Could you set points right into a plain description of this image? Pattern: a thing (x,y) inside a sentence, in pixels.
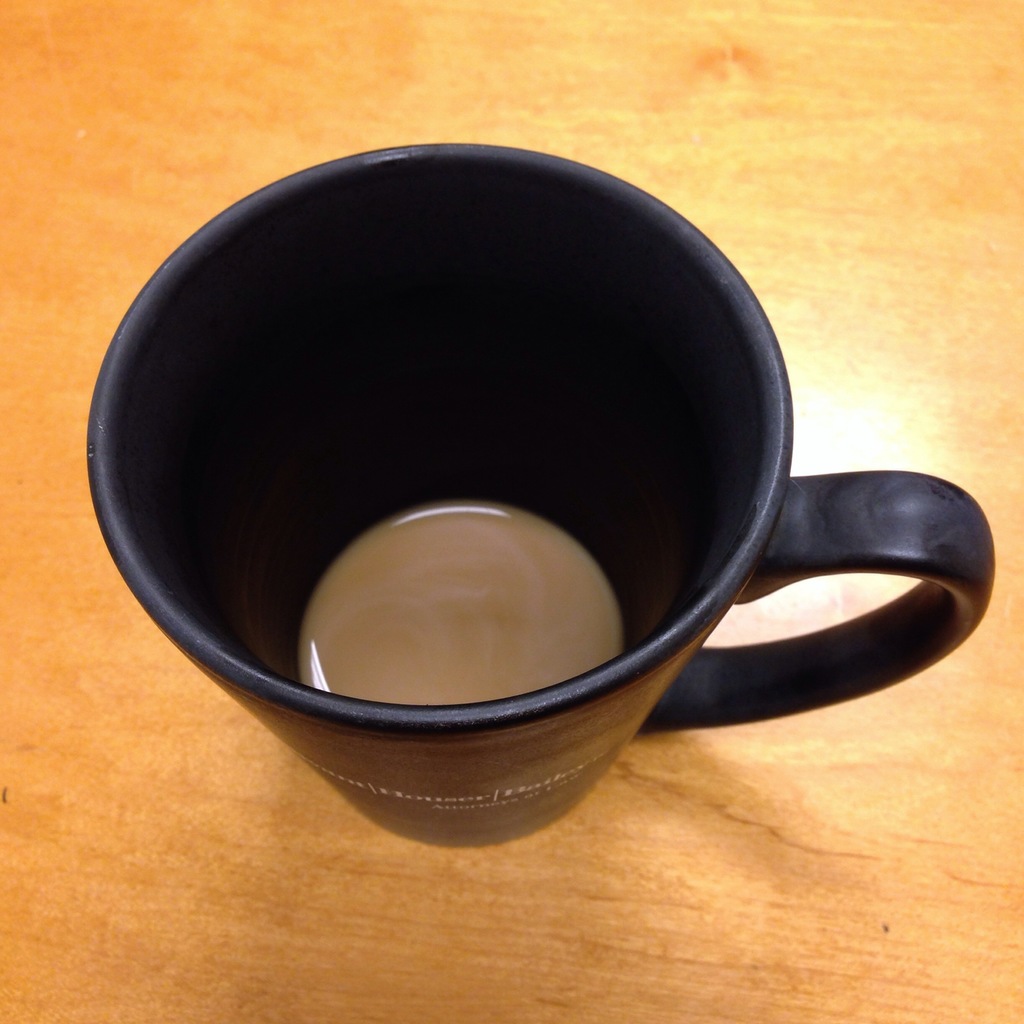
In this picture there is a cup (299,523), in the cup (273,382) there is tea (458,537). The cup (299,370) is on a table (669,869).
